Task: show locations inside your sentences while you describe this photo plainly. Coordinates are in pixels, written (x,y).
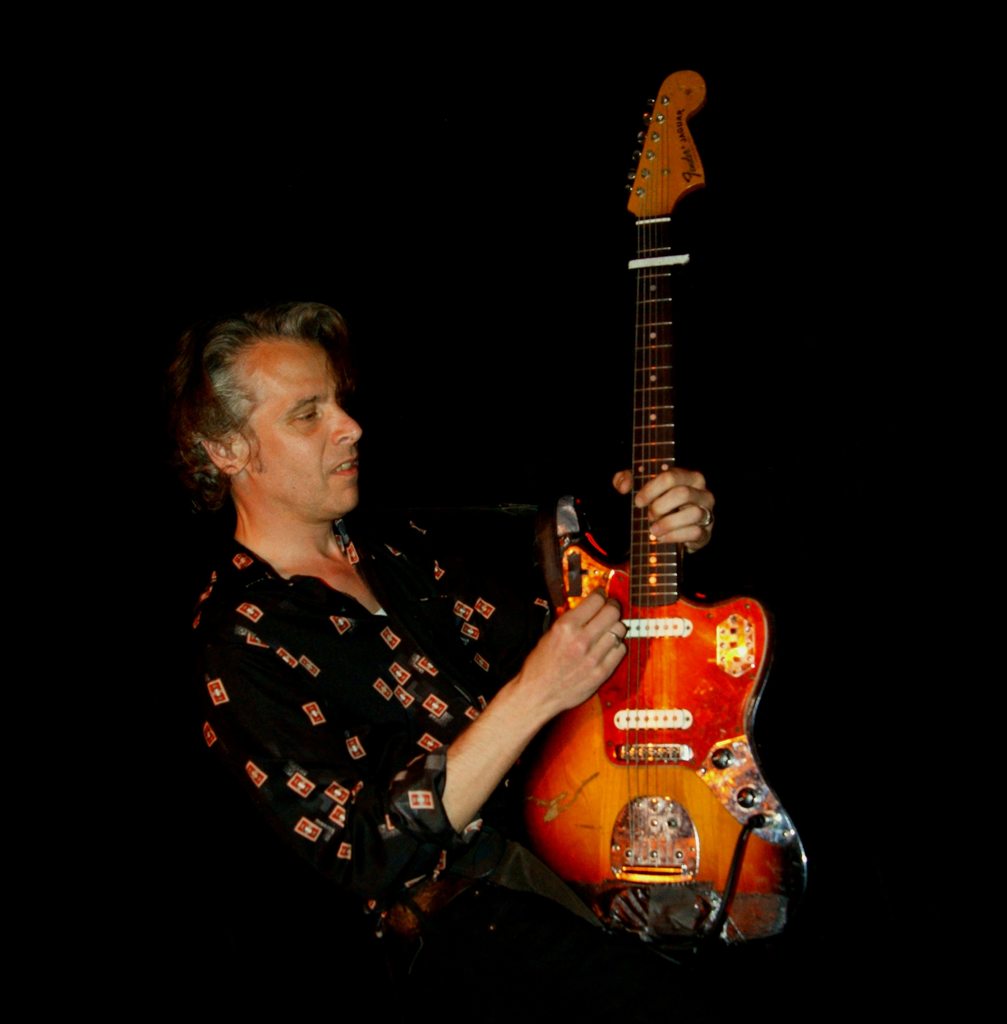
In this image we can see a man (570,611) holding a guitar (570,511).
